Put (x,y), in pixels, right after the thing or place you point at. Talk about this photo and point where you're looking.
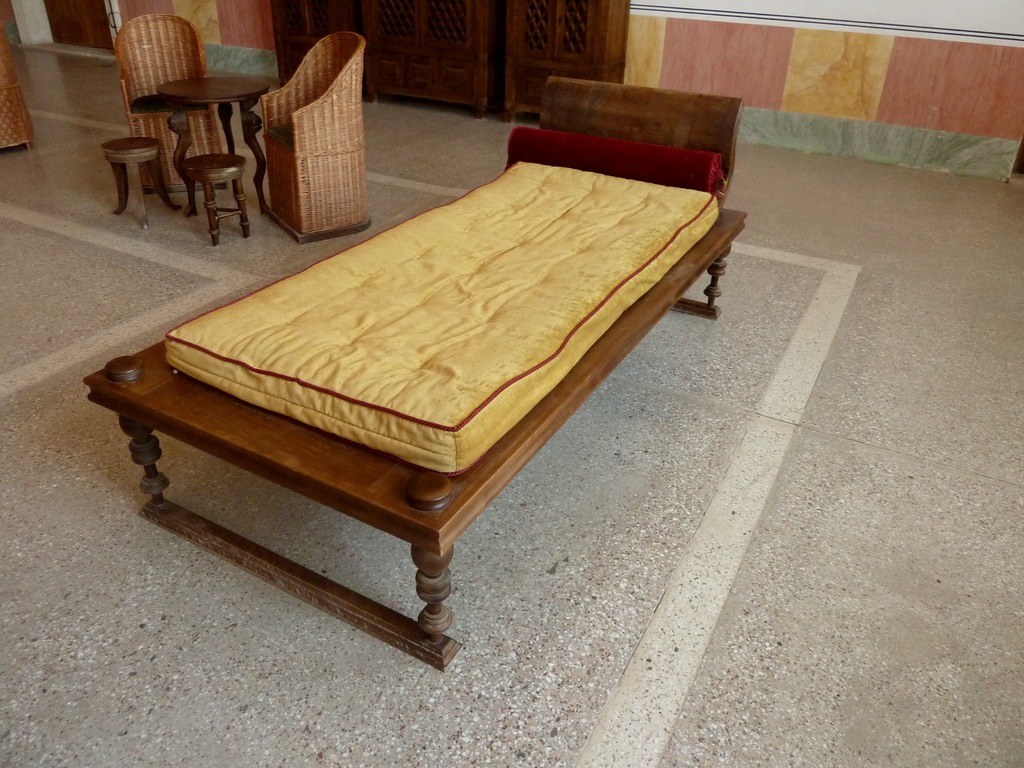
In this picture we can observe brown color cot (209,425) on which there is yellow color bed (350,331). There are two chairs (204,143), stools (143,149) and a table (189,107). We can observe brown color cupboards (459,33). In the background (771,50) there is a wall (771,64).
